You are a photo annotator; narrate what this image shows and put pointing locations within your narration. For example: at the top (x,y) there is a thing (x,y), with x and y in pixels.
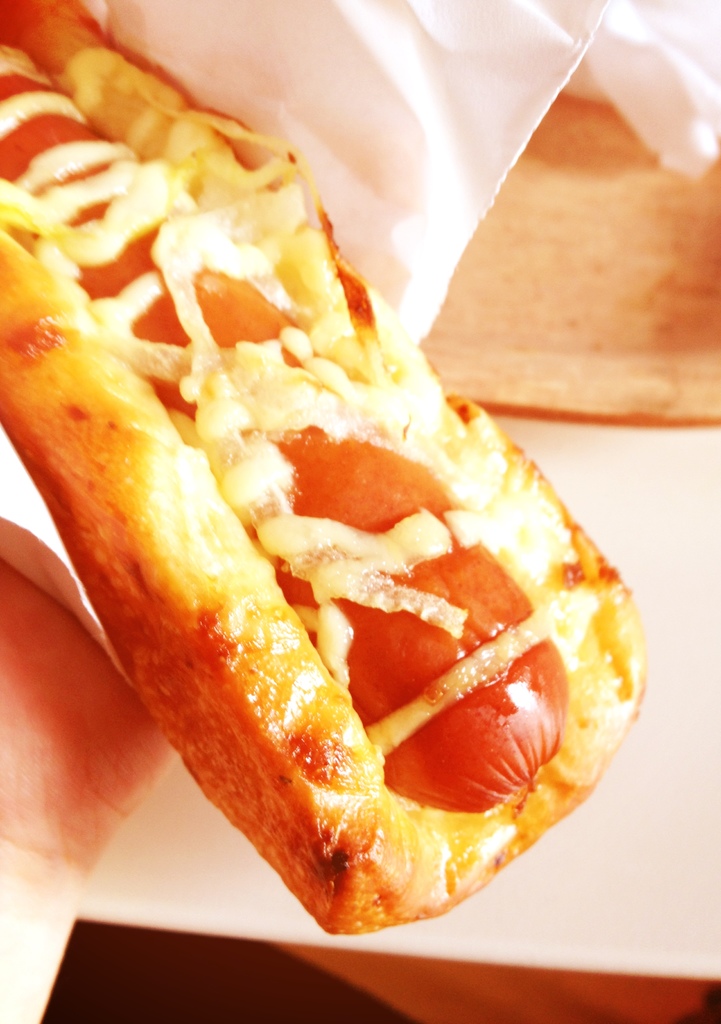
In this image we can see hand (33,719) of a person (17,990), food (328,610), tissue paper (496,44), and objects (653,747).
